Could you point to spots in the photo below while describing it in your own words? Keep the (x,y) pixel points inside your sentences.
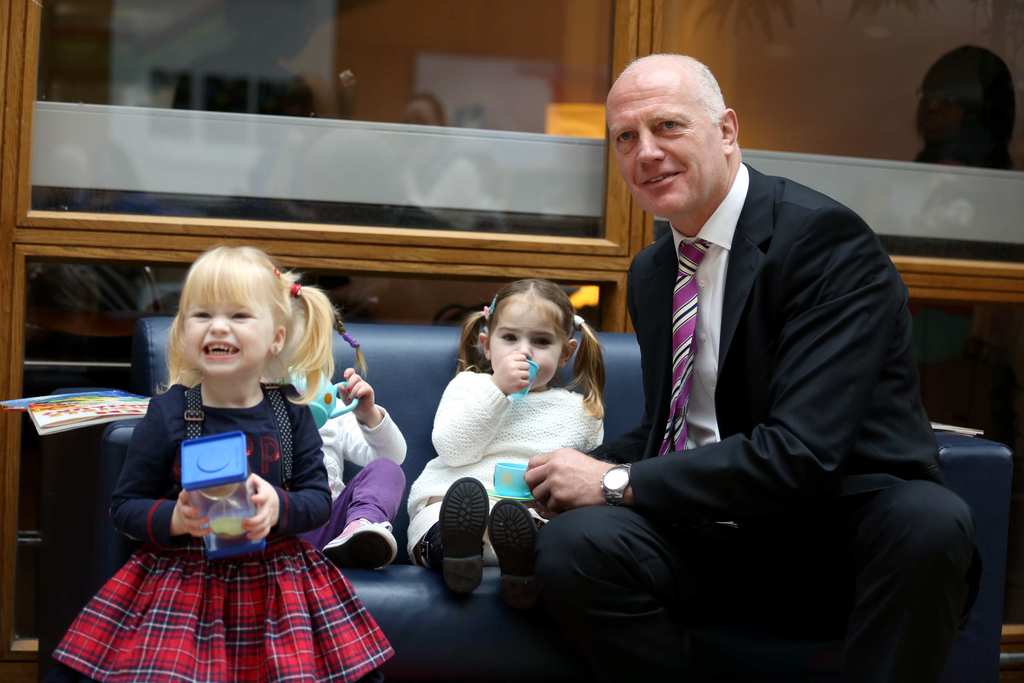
In this image we can see a man (727,410) sitting on the couch (431,674) and there are three children (296,531) holding some objects (213,451) in their hands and in the background (759,81) we can see the glass (50,267) with the reflections (175,86) of some persons (953,71) and some other things (870,153).
